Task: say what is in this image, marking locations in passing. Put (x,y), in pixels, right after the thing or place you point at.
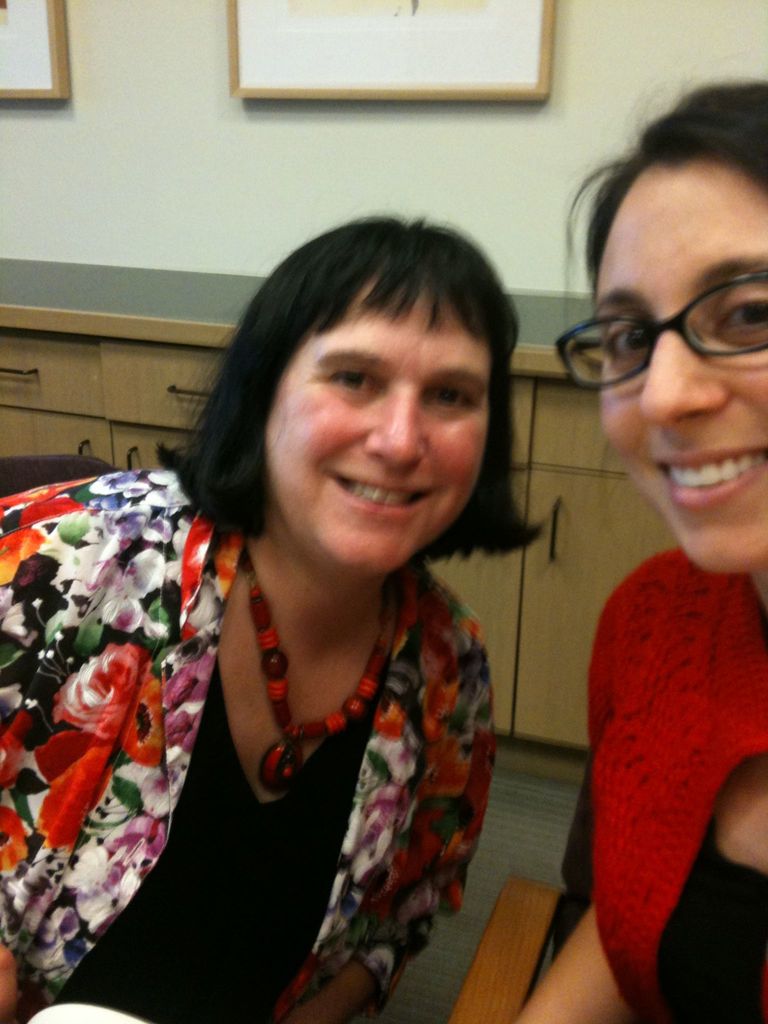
In this image, we can see two persons (172,768) wearing clothes (214,690) in front of the cupboard (569,469). The person (615,373) who is on the right side of the image (685,378) wearing spectacles (722,345). There is a photo frame (415,79) at the top of the image (412,66).
